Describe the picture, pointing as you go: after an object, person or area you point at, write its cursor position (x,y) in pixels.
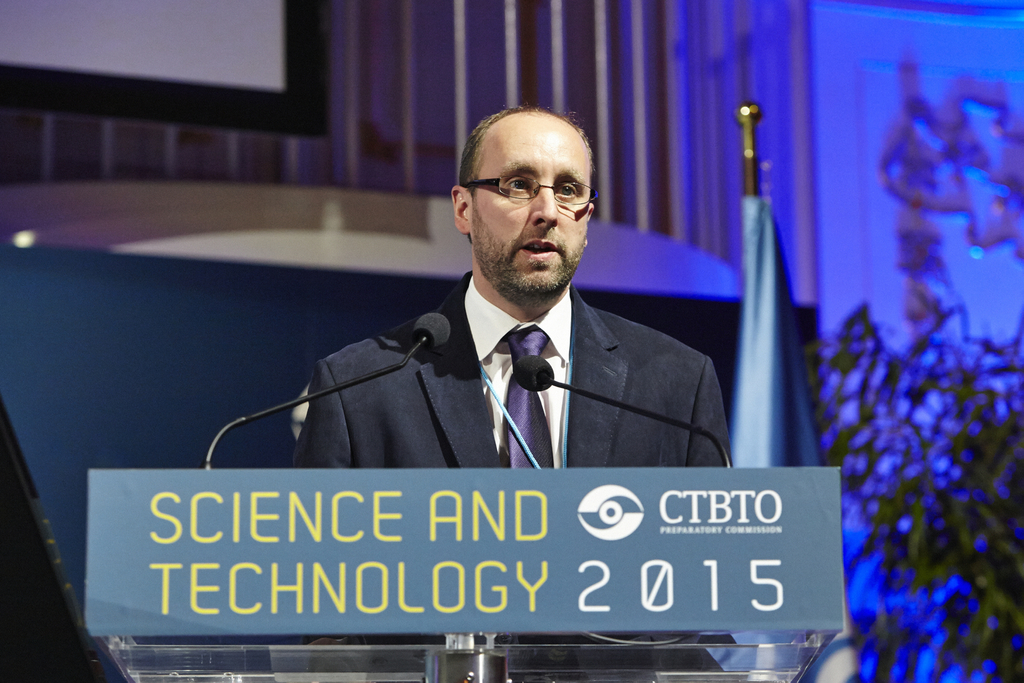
In this image in the front (407,559) there is a board (533,570) with some text (501,566) written on it. In the center (398,425) there are mic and there is a man (449,403) standing and speaking. On the right side (1002,455) there is a plant (966,465) and there is a flag (773,377) which is blue in colour.
